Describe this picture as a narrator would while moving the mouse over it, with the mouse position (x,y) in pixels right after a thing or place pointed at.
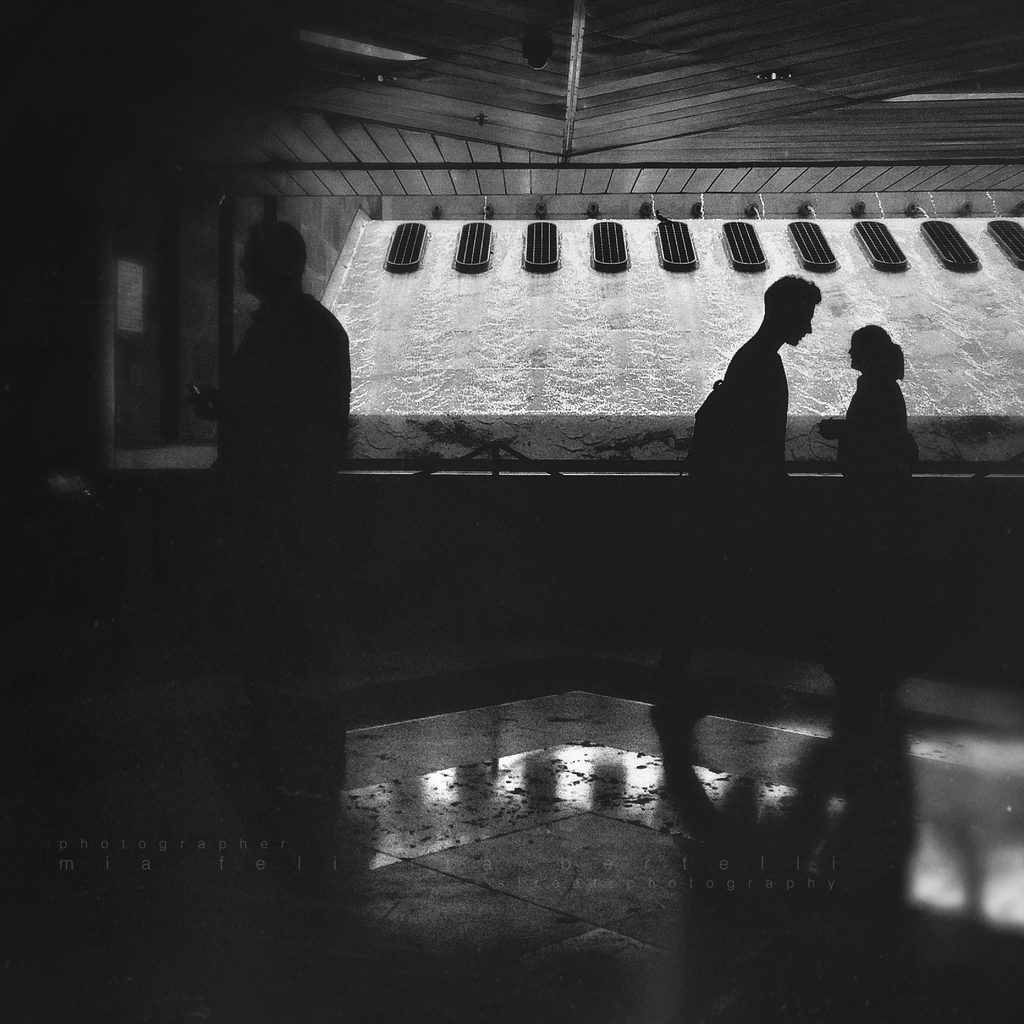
In this black and white image, we can see three persons (760,443) on the floor (558,810). There is an object (569,389) in the middle of the image (515,346).
